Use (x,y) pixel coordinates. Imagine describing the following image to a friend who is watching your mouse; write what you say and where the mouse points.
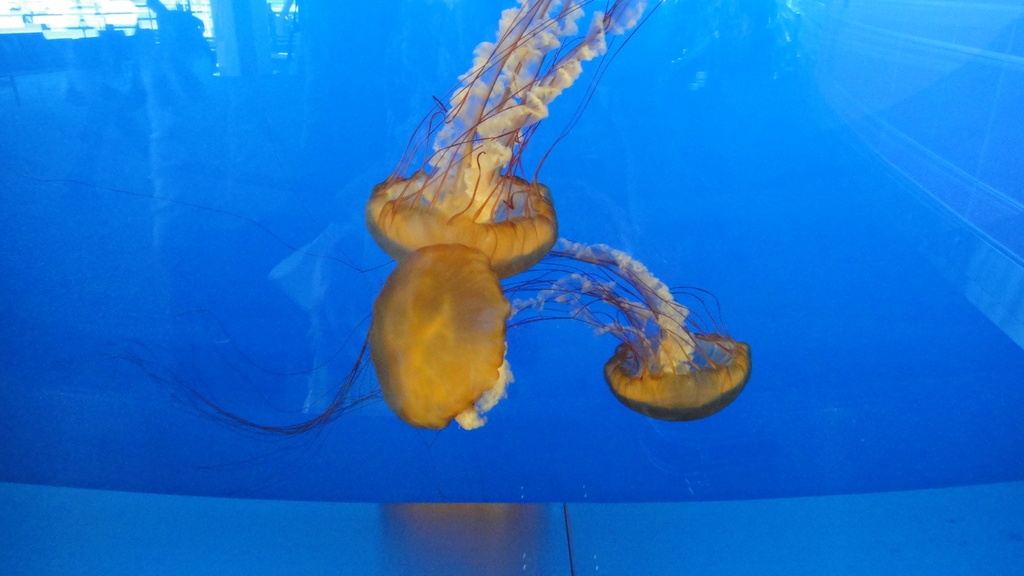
In this image we can see group of jellyfish (483,380) in water (384,270).
